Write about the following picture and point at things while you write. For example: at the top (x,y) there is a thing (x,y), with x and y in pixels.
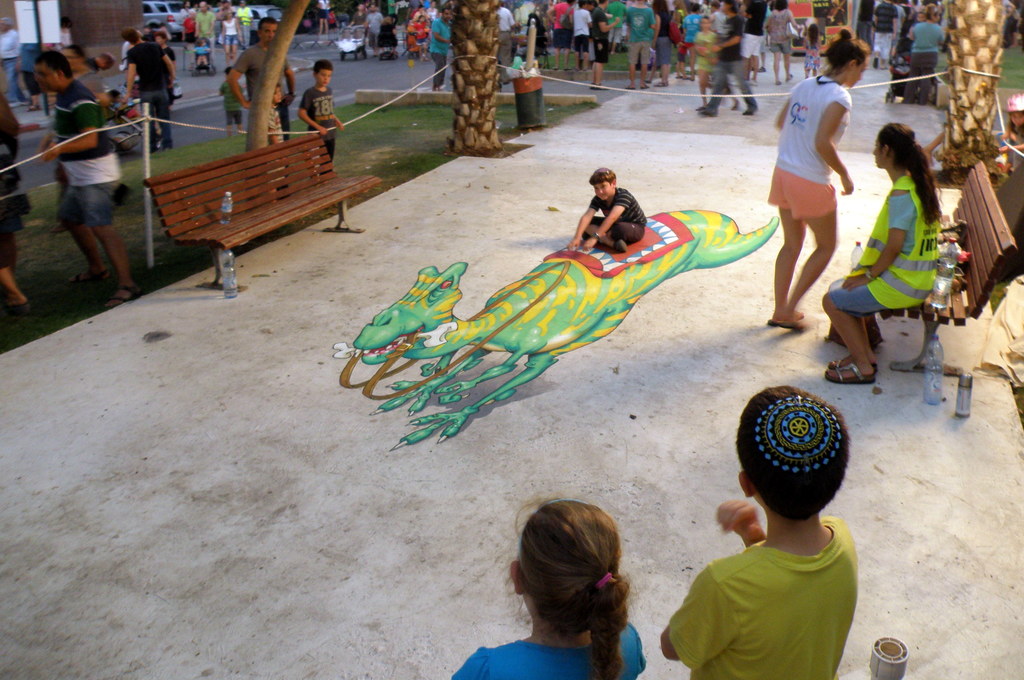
In this picture we can see some people (887,30) are standing, some people (839,60) are walking on the walkway (852,155). A person (894,191) is sitting on a bench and on the benches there are bottles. We can see the painting (588,283) and a person (598,236) is sitting on the walkway (870,204). Behind the people (61,87) there are tree trunks (487,42), vehicles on the road (319,35) and a wall (72,0).
